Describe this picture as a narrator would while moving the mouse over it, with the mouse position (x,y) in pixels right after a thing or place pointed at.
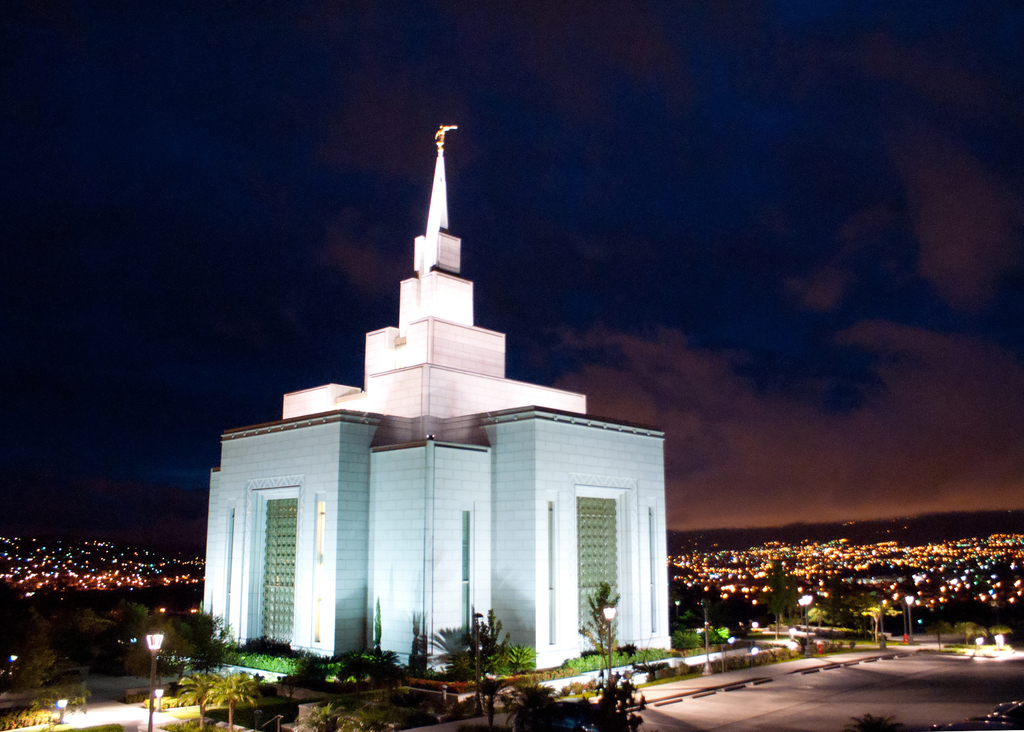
In this picture we can see a building (344,527). In front of the building (349,613), there are trees (491,669), plants (344,713) and street lights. In the bottom right corner of the image (741,693), there is a walkway (842,676). Behind the building (361,523), there are lights (740,568) and the sky (619,221).
